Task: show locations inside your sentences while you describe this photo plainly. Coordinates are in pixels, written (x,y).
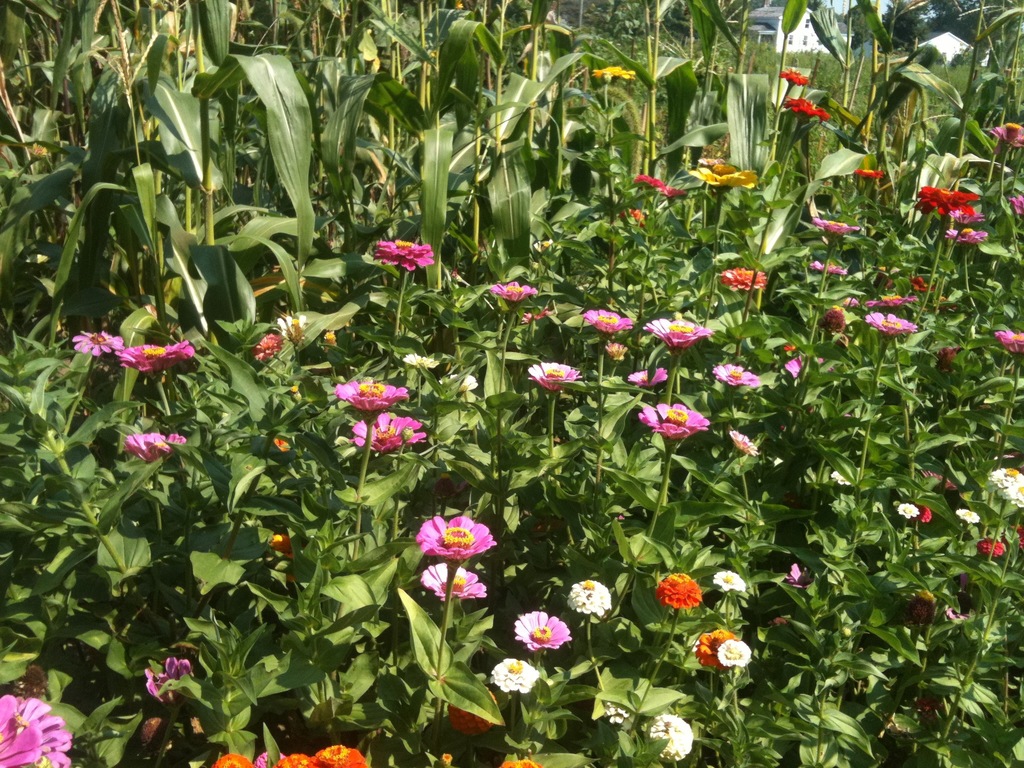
In this picture I see number of plants (437,180) and I see flowers (536,621) which are of pink, orange, white and red in color. In the background (776,34) I see a house (776,34) on the top right (800,33).
